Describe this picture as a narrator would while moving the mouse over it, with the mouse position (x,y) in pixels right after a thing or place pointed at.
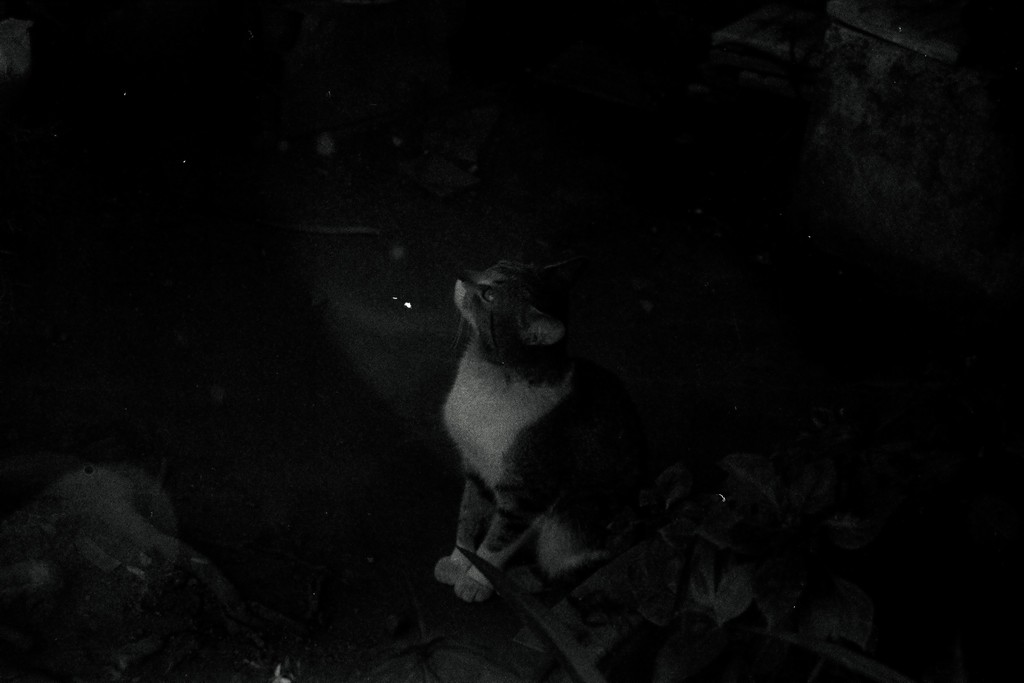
It is a black and white image and there is a cat (469,492) sitting on the floor (361,467) and the remaining picture is dark.
